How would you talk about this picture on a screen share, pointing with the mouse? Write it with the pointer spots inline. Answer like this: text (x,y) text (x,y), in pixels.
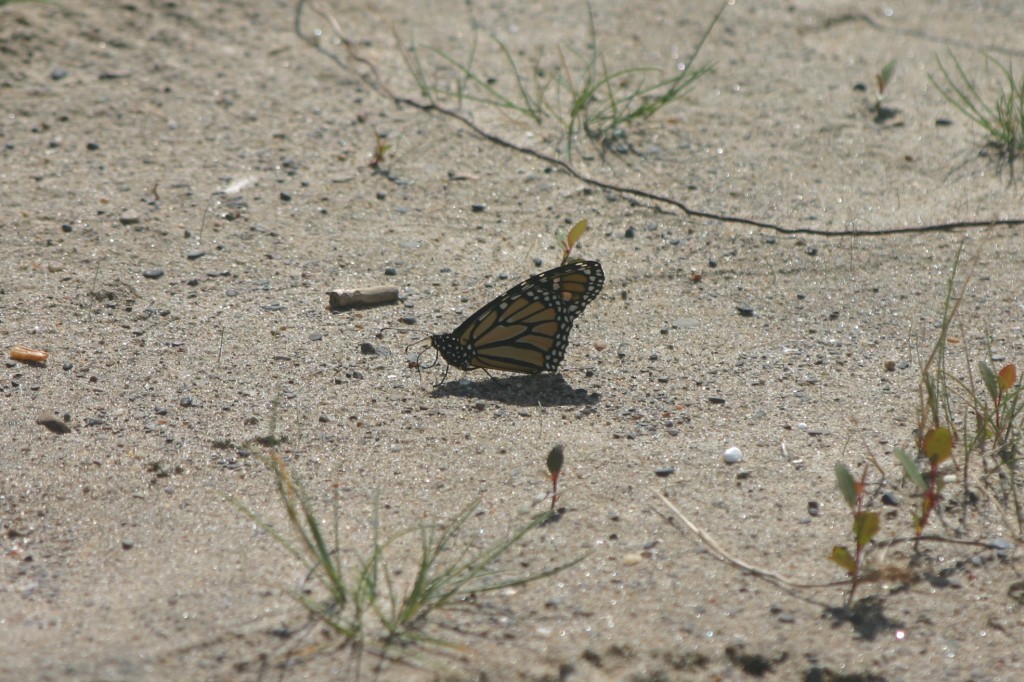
At the bottom of the picture (357,493), we see the sand (375,489) and the grass (331,569). In the middle of the picture (531,342), we see a butterfly (500,350) in yellow and black color. This picture is blurred in the background (625,174).
